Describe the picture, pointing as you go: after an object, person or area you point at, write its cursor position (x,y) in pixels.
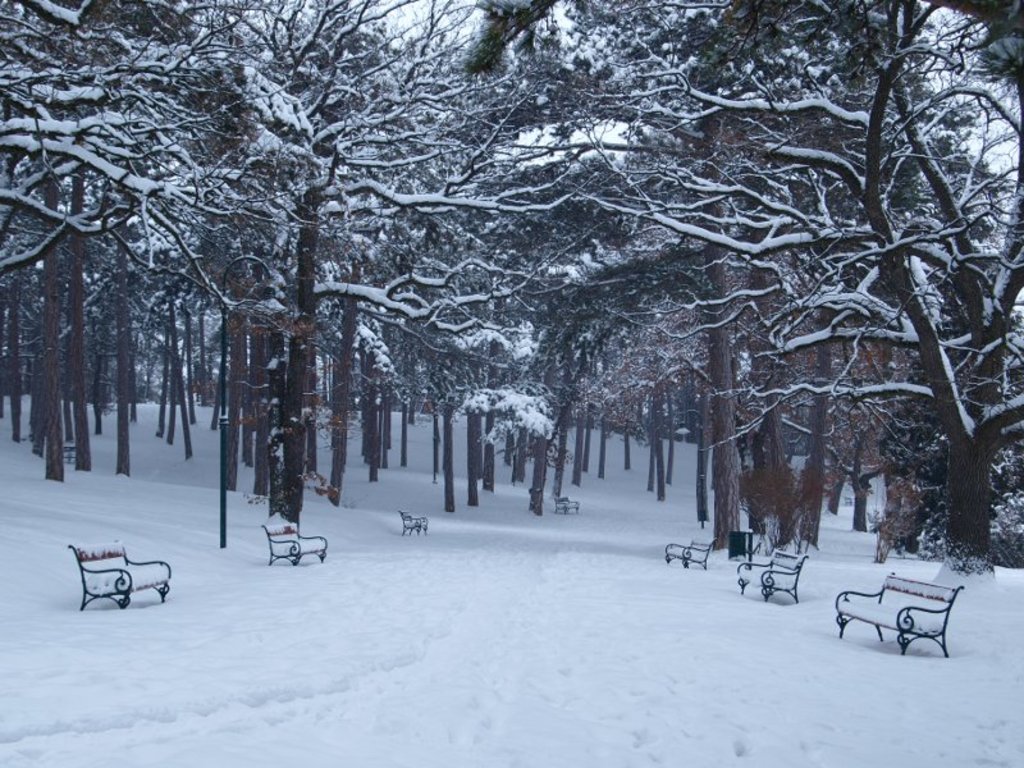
In this picture we can observe snow (432,619) on the ground (208,600). There are benches (167,572) on the snow (670,569). We can observe some trees (328,215). There is some snow (81,152) on these trees (665,222). In the background (549,128) there is a sky (437,5).
